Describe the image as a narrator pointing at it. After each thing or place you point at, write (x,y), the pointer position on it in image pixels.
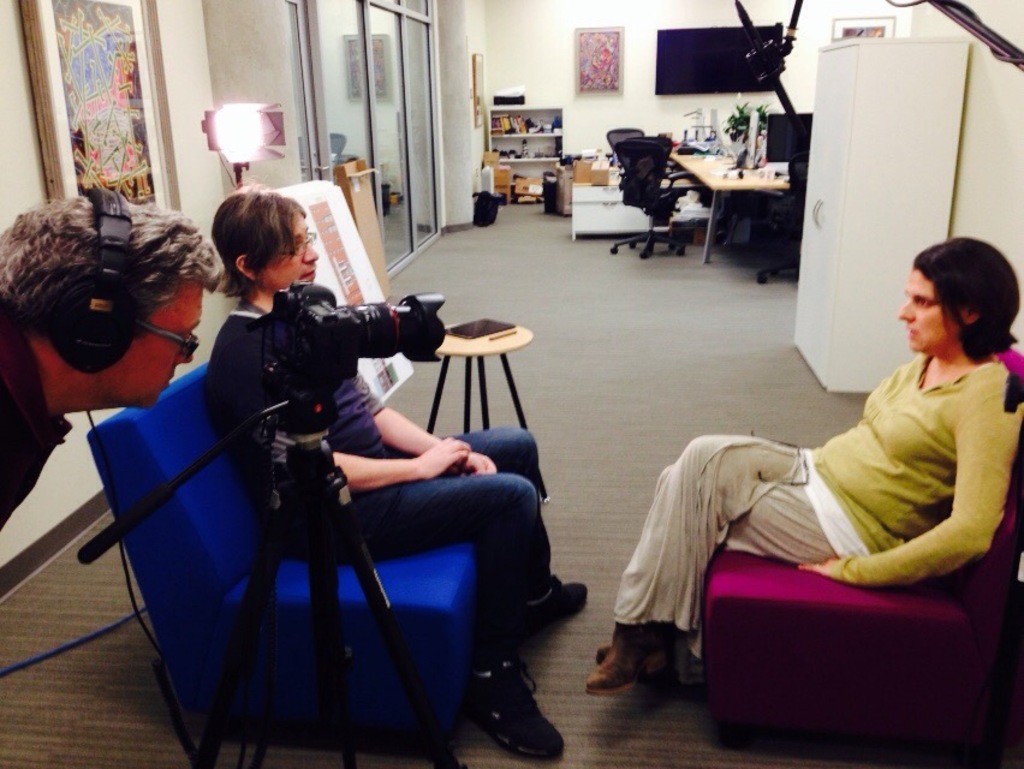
2 people (956,536) are sitting on the sofa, facing each other. in the front (139,388) there is a person (112,370) wearing headset (118,312) watching at the camera. at the back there is a table (726,182), chairs (653,173), shelves (516,168), books (505,126). at the left corner of the wall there is a photo frame (107,97).
